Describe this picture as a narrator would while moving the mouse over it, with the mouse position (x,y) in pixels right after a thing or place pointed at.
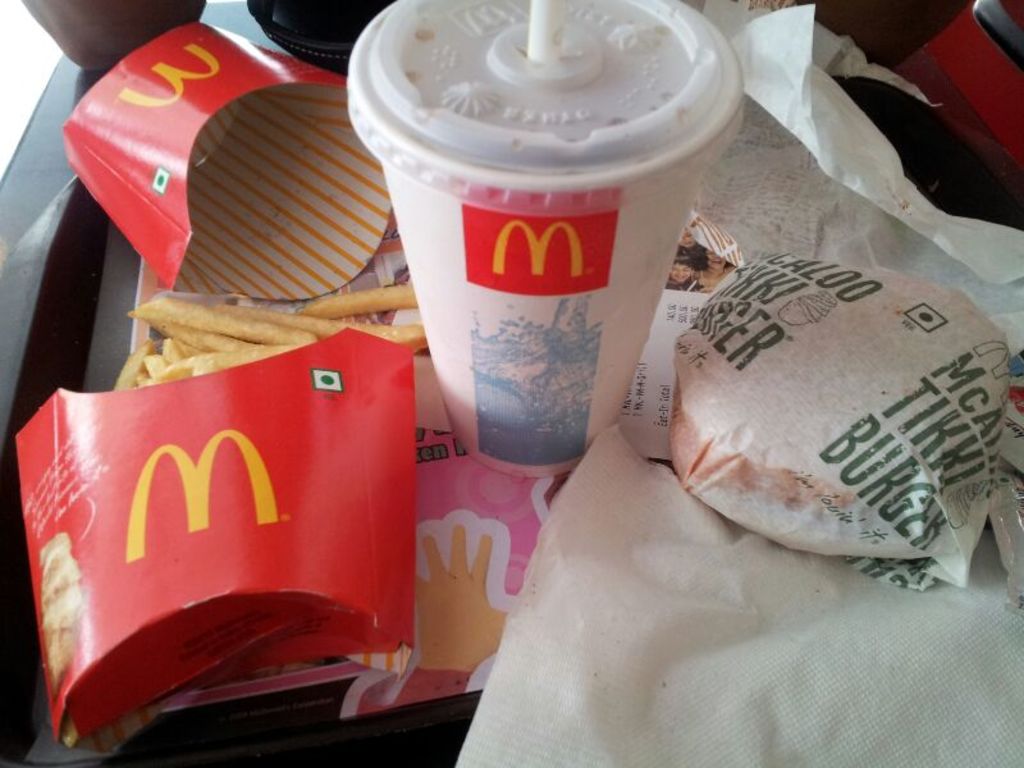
In the center of this picture (627,310) we can see a glass (472,389) and the french fries (279,347) and we can see the text (981,390) on the papers (828,471) and pictures (517,502) on the papers (709,301) and we can see some food items (686,398) and some other objects (968,51).
